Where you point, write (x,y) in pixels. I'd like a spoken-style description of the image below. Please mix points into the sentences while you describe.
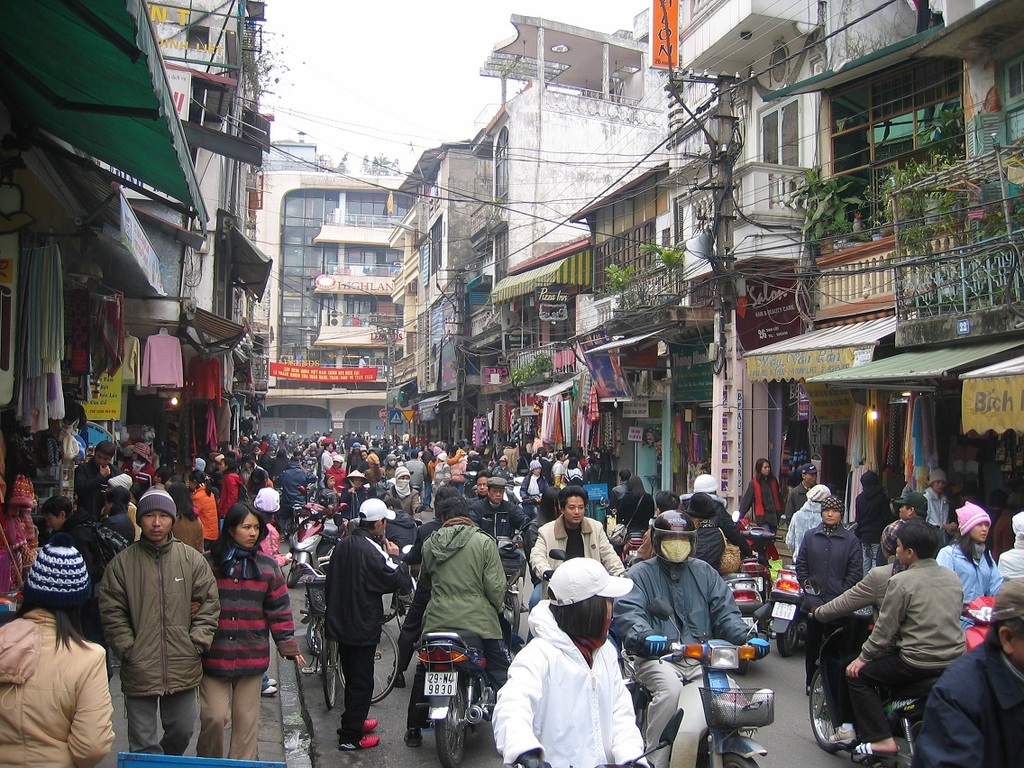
In this image, there is an outside view. There is a crowd (244,475) in between buildings (318,254). There are some persons (701,583) at the bottom of the image (453,567) wearing clothes (449,568) and riding bikes (678,645). There is a sky (451,68) at the top of the image (440,69).
